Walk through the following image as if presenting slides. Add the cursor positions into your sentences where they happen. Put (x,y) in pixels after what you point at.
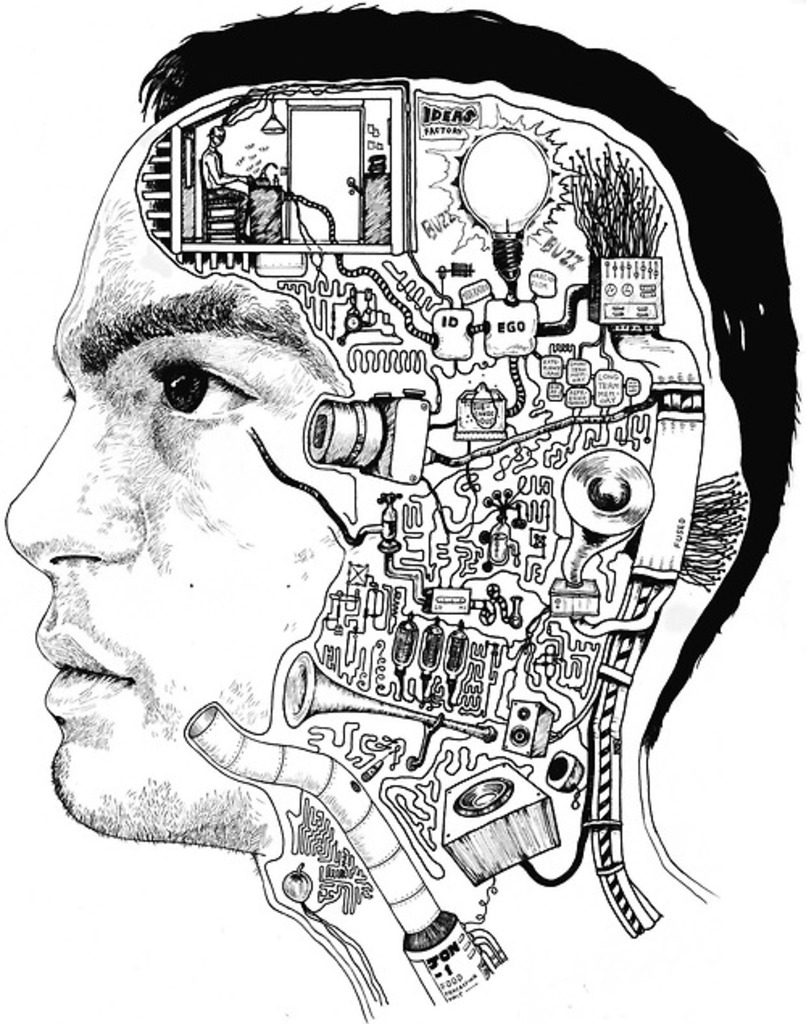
In this picture we can see persons image (439,241). Here we can see some instruments (496,433), camera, lights (549,190), door (324,138), tables (274,188), speakers (519,783) and other objects (223,206).
